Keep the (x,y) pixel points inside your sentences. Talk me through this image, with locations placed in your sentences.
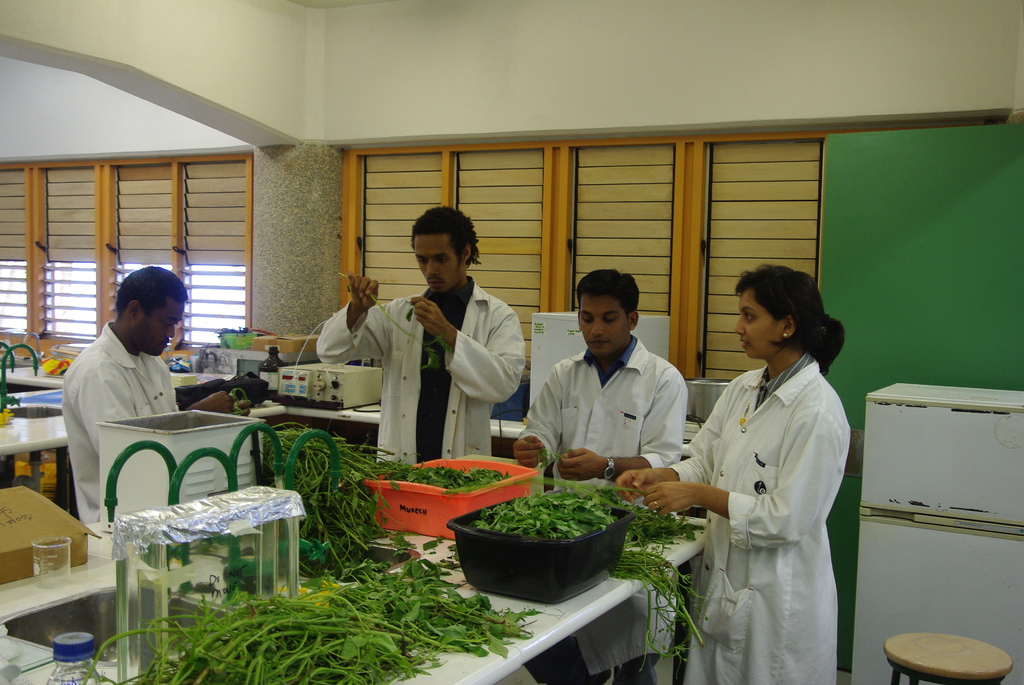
This picture is clicked inside. In the foreground (654,632) we can see a stool (971,674) and a white color platform (437,557) on which we can see the green leaves (365,505) and the containers (459,505) containing the green leaves (512,517) are placed on the top of the table (538,607) and we can see a bottle (76,641), beaker (65,570) and many other objects (120,451) are placed on the top of the tables (516,427) and there are some objects (869,433) placed on the ground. In the background (913,180) we can see the wall (935,210), windows (64,266) and the window blinds (241,204) and we can see the group of persons (386,331) standing, holding some objects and seems to be working.
